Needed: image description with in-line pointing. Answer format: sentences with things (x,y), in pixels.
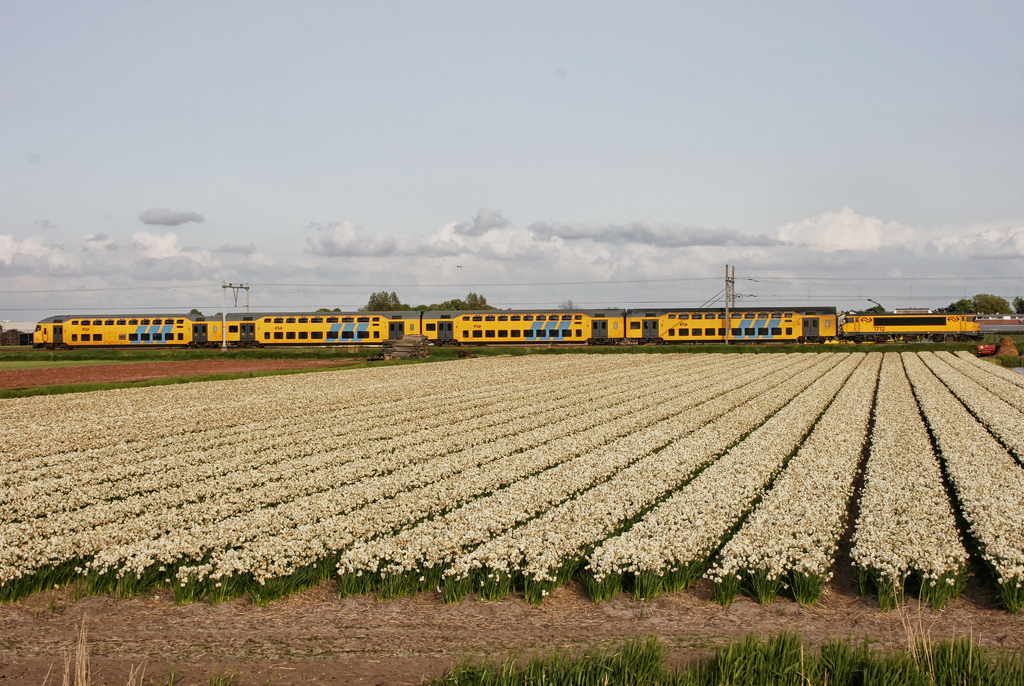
In the center of the image (676,320) we can see a train (671,337) on the track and there are plants (499,547). In the background (538,234) there is sky (670,221) and we can see poles (732,272).
